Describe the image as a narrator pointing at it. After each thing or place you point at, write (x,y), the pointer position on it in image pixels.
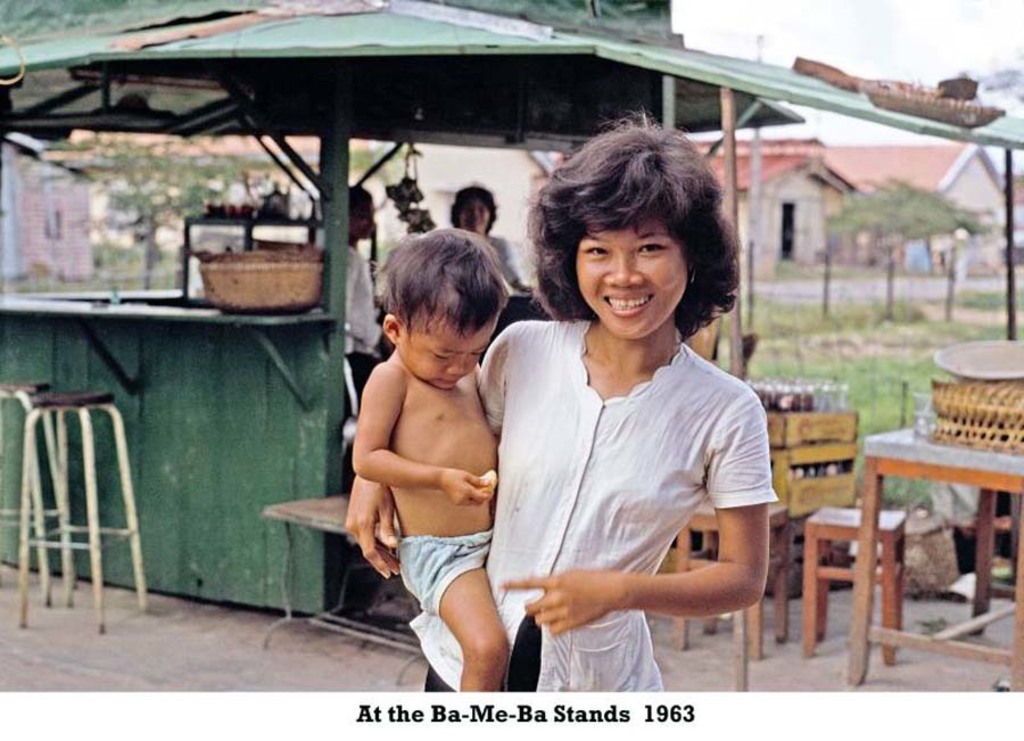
A woman (574,428) is holding a baby (440,415) and smiling. In the background (285,74) there is a tent (367,113), stools (30,416), tables (952,454), trees (932,228). Also on the table (893,441) there are some boxes (813,440) and some other items (944,386).
